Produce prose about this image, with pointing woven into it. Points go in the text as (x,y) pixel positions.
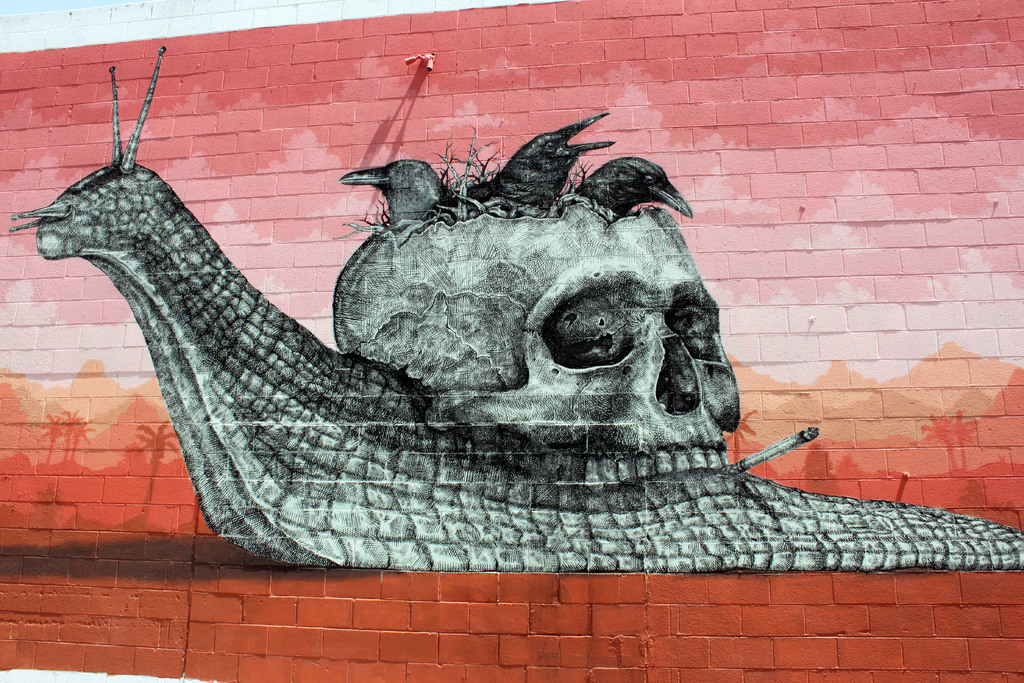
In this image I can see a wall (286,101) which is made of bricks (270,144) which is white and red in color and on the wall (294,136) I can see the painting (526,414) of a snail (341,486) which is white and black in color and I can see a skull (558,384) and few birds (558,186) in the skull (562,225).
